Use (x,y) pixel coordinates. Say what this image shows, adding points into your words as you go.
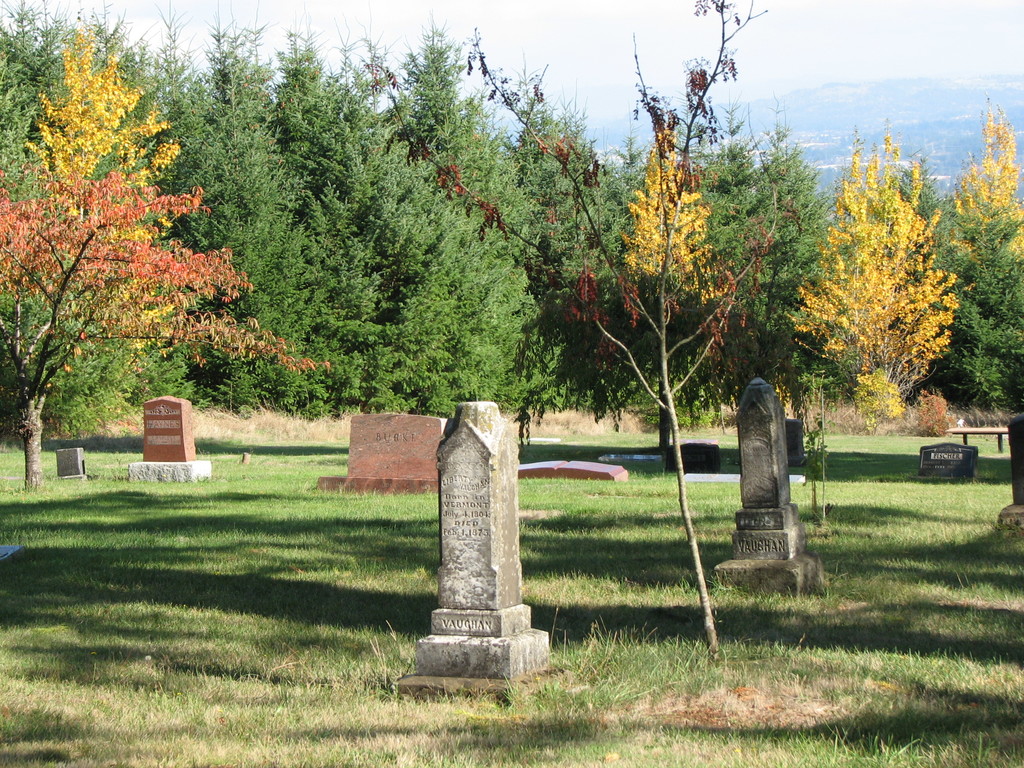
In this picture we can see graves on the ground (627,570), here we can see a bench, grass (621,600), trees (679,371) and in the background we can see a mountain (940,162), sky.
